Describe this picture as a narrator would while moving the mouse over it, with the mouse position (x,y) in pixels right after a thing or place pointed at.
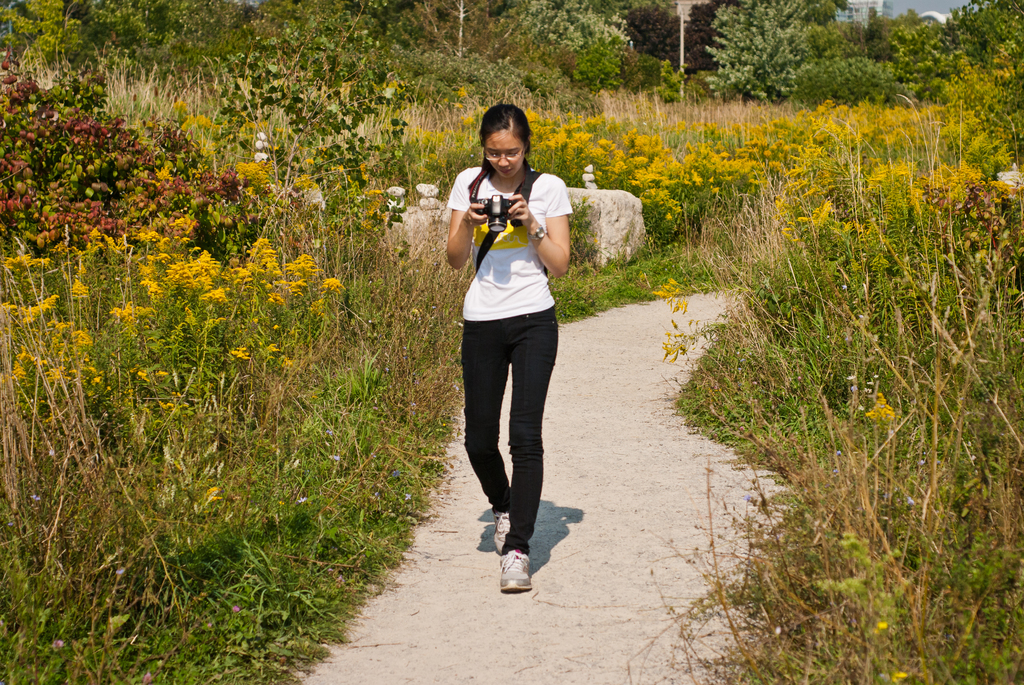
In this picture a girl (532,277) is walking with a camera (492,205) in her hands (476,216) and in the background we observe small trees (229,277) on the both the sides of the image.
